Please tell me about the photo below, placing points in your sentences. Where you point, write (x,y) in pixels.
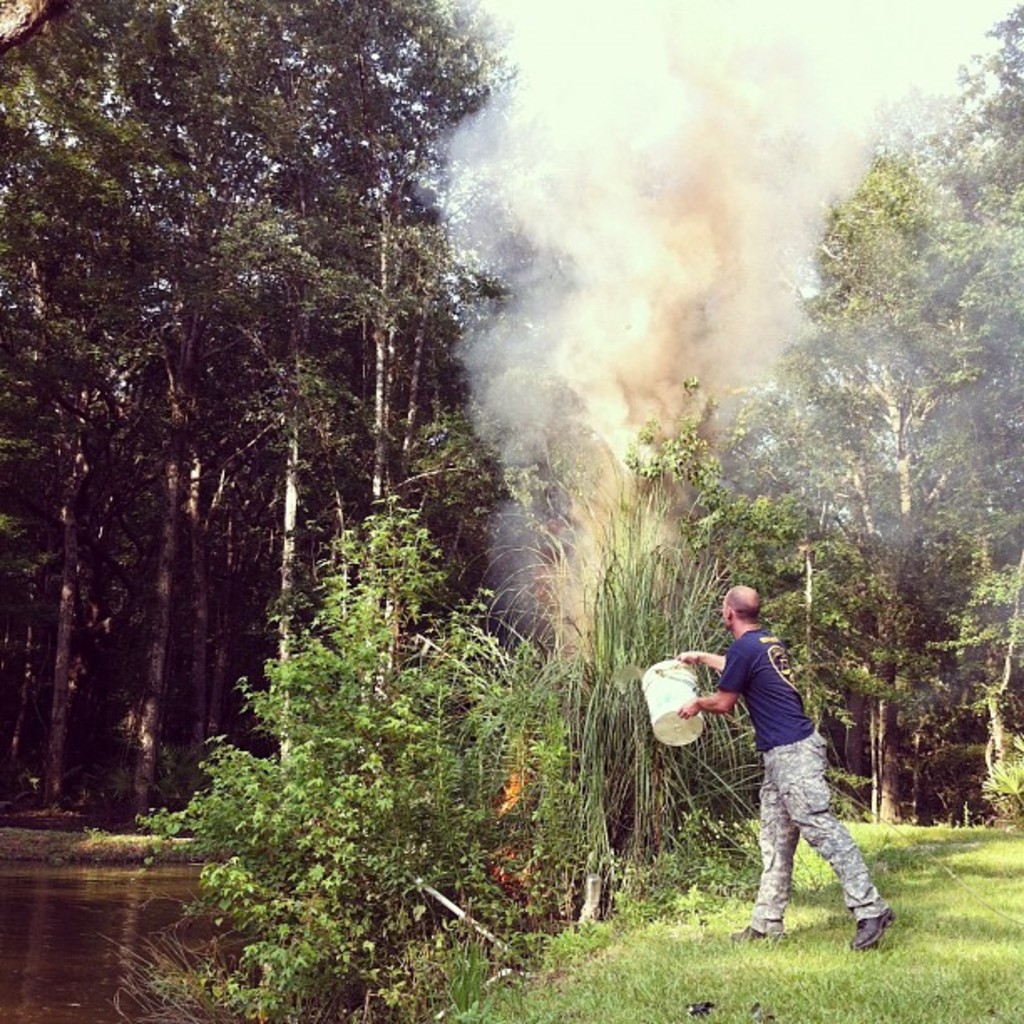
In this picture there is a person (835,830) standing on the grass (900,1011) and he is holding the bucket (693,680). At the back (951,312) there are trees (986,335). At the top (738,259) there is a smoke (625,263) and there is sky (712,25). At the bottom (58,883) there is water (58,909) and grass (750,908).
